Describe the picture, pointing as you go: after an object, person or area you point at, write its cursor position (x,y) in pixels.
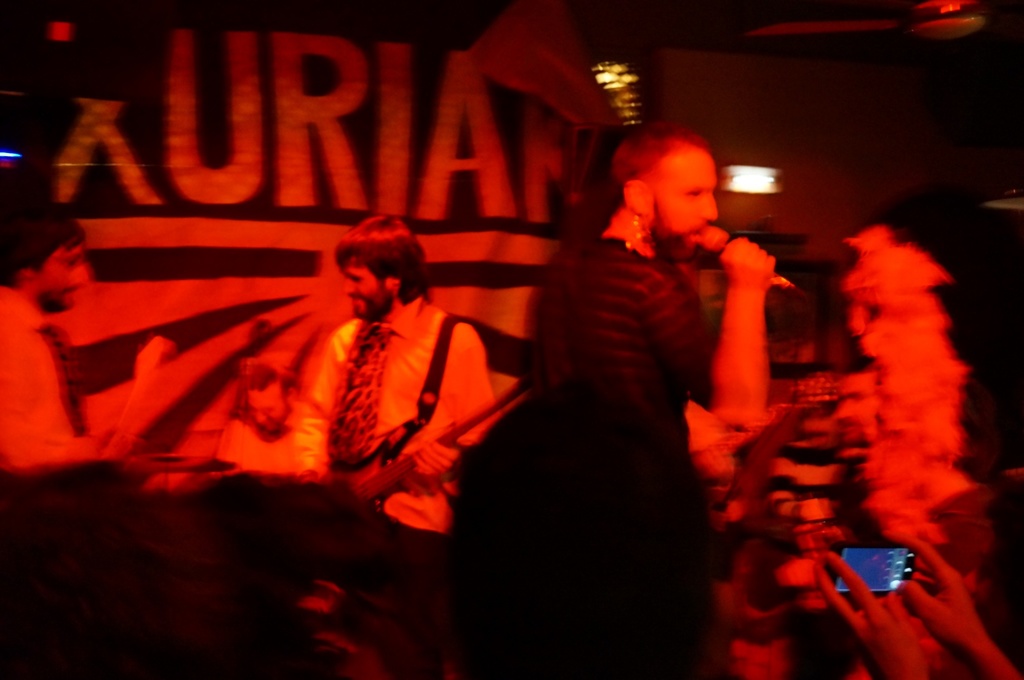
In this image there are a group of people (477,396) and in the center (661,295) there is one person (661,281) who is holding a mike (715,237) and singing, and at the bottom (975,617) there is one person (866,596) who is holding a mobile (866,558). In the background (312,433) there are some people (362,429) who are holding some musical instruments (446,439), and also there are some lights (604,76) and some other objects (122,104).
